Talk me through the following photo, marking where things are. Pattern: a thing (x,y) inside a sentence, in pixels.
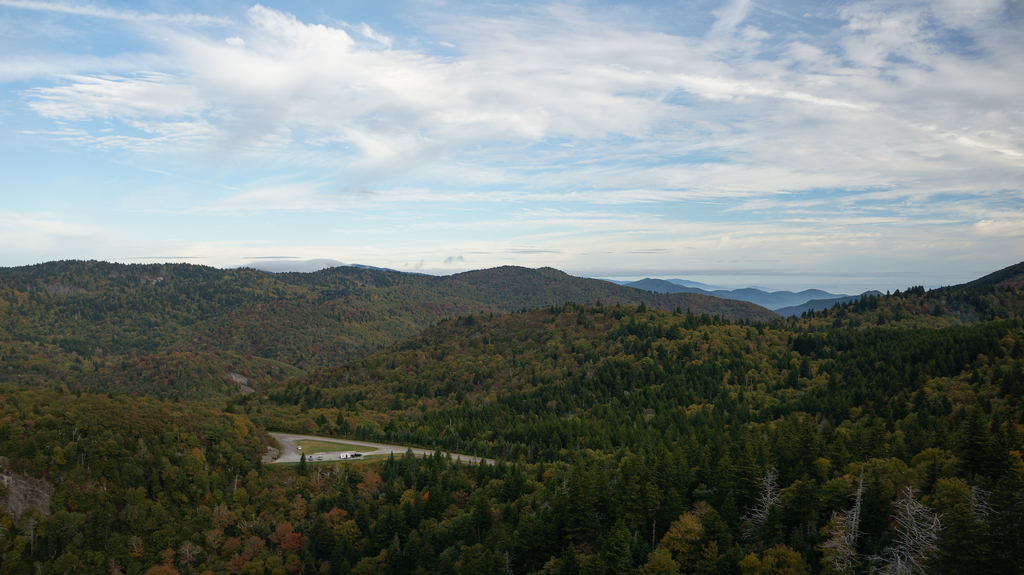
In this image there are mountains (168,335). There are trees (283,358) on the mountains (542,378). In the center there is a road (272,434). In the center of the road (290,453) there's grass (328,444) on the ground (321,454). At the top (461,108) there is the sky (589,111).
